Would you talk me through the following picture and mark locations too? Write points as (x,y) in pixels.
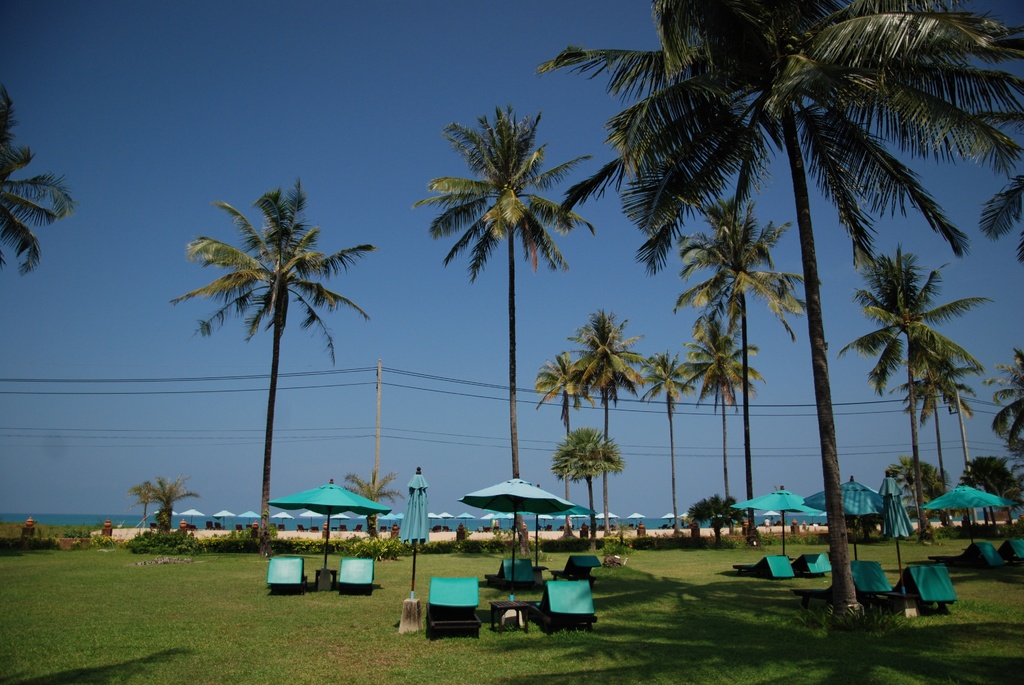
In the image there is a garden (535,590) with many chairs (477,585) and umbrella (416,521), there are tall trees (266,508) in between the garden (80,556) and in the background (73,521) there is a beach (1014,523).
